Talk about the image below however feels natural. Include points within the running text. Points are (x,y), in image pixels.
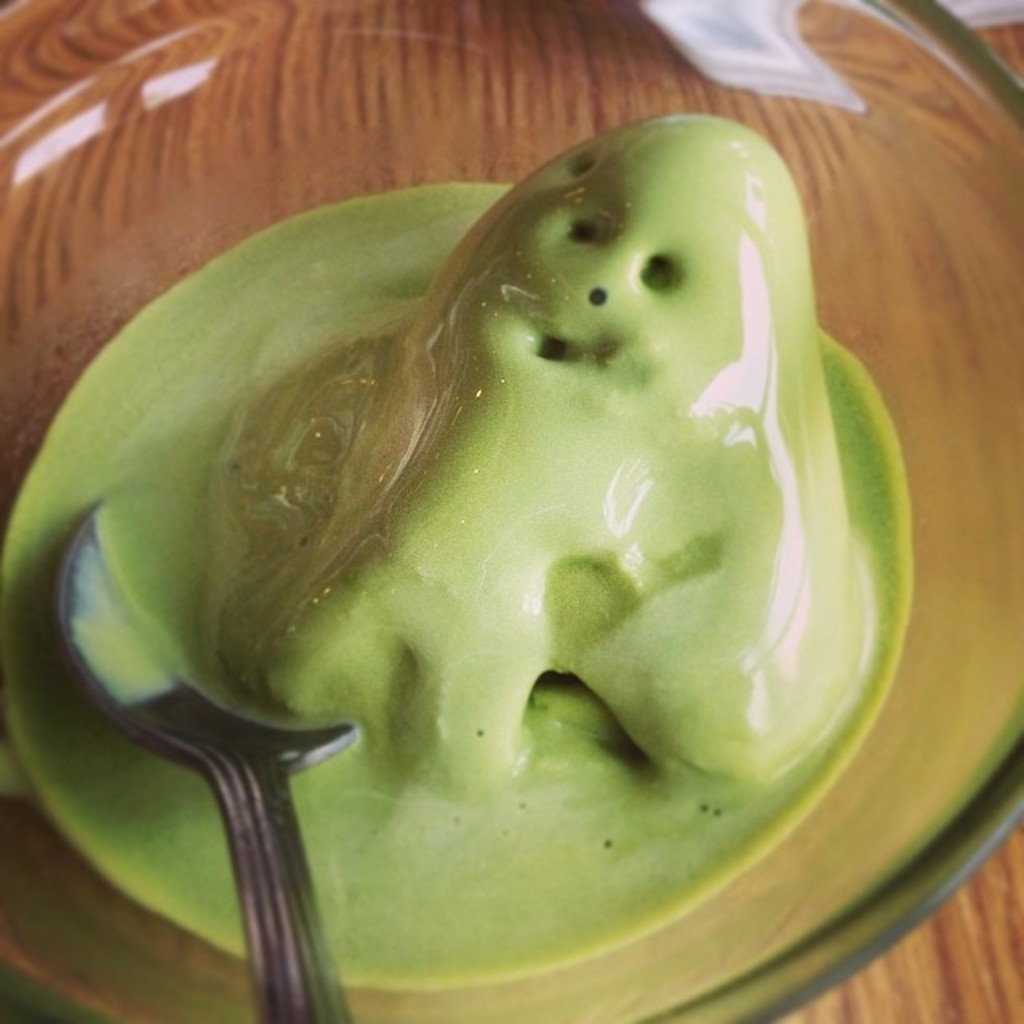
In this image I can see the food (483,589) and the spoon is in the glass bowl (998,545). The bowl (1019,547) is on the brown color surface (975,993). The food (469,553) is in green color.
